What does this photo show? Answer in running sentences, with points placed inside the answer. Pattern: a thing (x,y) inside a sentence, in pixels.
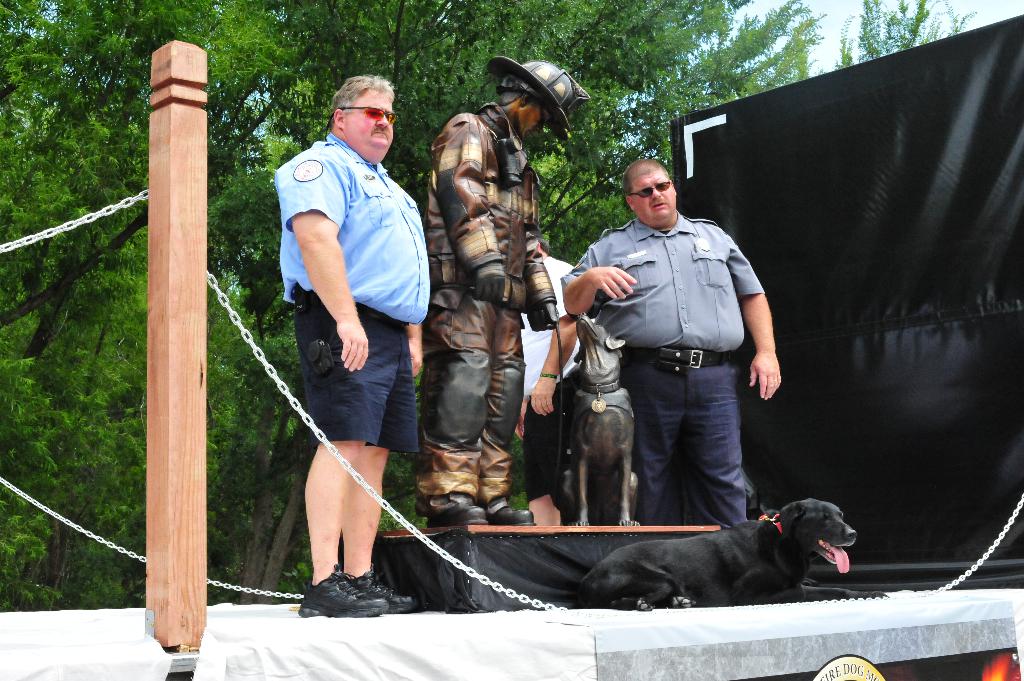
In this picture we can see two persons (416,606) are standing on the floor (457,614). This is dog (810,588). Here we can see a sculpture (457,345). On the background (501,17) there are trees (584,122) and this is banner (886,401).
